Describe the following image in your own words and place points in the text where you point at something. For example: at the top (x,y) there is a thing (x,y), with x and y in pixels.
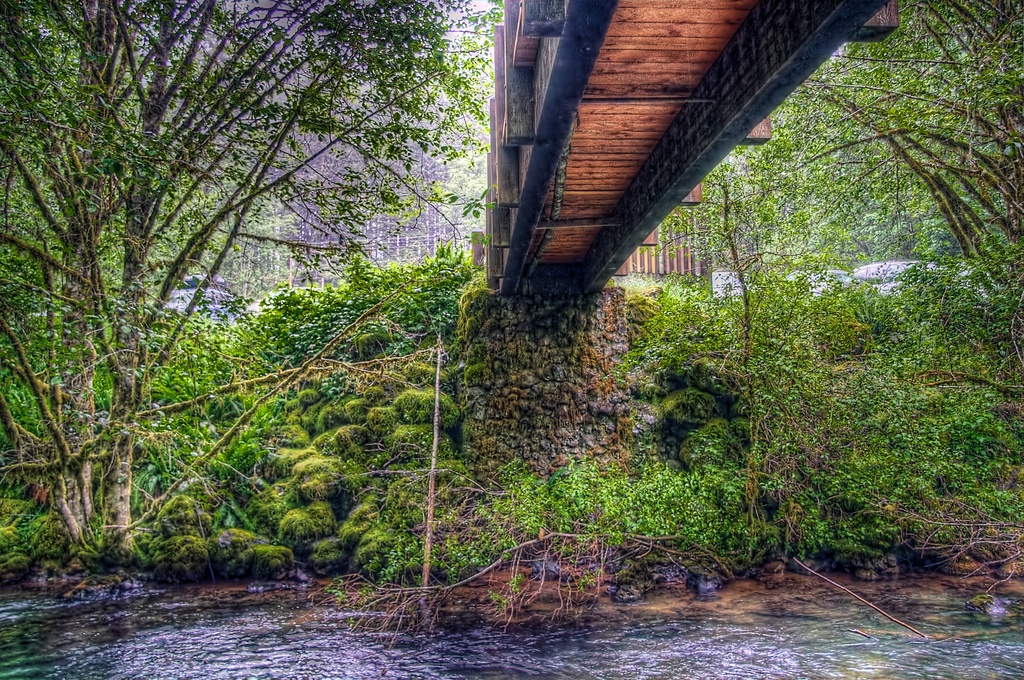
In the image there is a lake (397,658) at the bottom (497,658) with a bridge (648,236) above it and trees (929,148) in the background (693,232).
